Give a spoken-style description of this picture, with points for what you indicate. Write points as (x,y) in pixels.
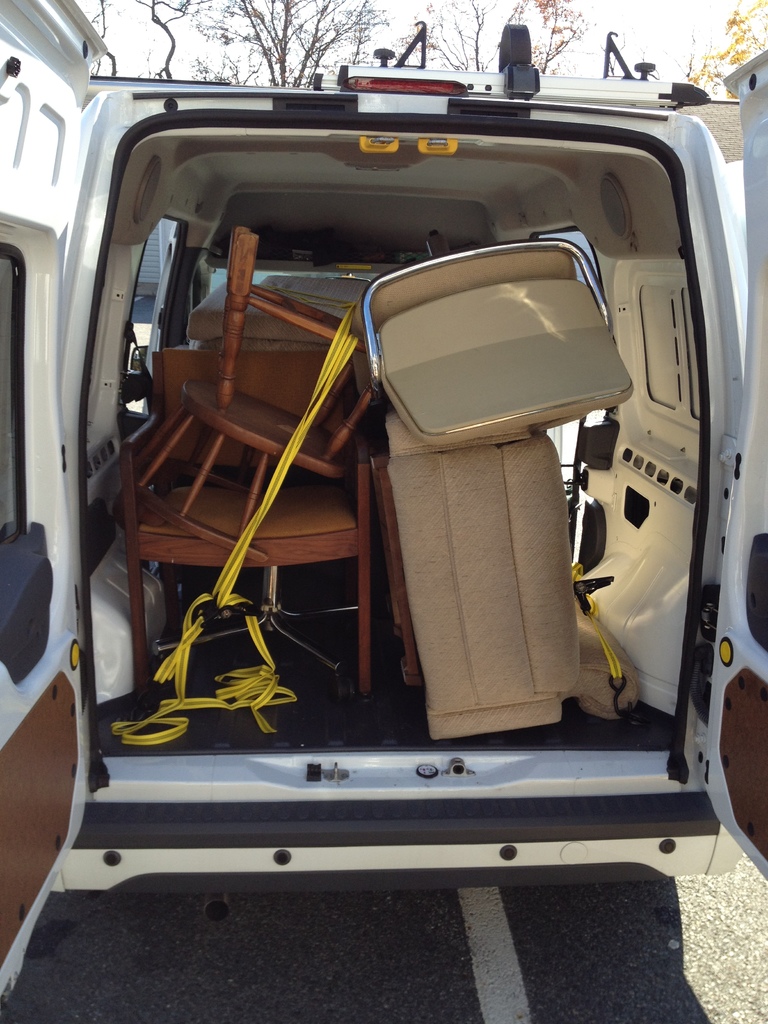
In the image that is a vehicle (207,276) and the back door (22,199) of the vehicle (393,839) is opened, inside the vehicle (21,668) there are some furniture (419,365), behind the vehicle (509,59) there are trees (467,56).
